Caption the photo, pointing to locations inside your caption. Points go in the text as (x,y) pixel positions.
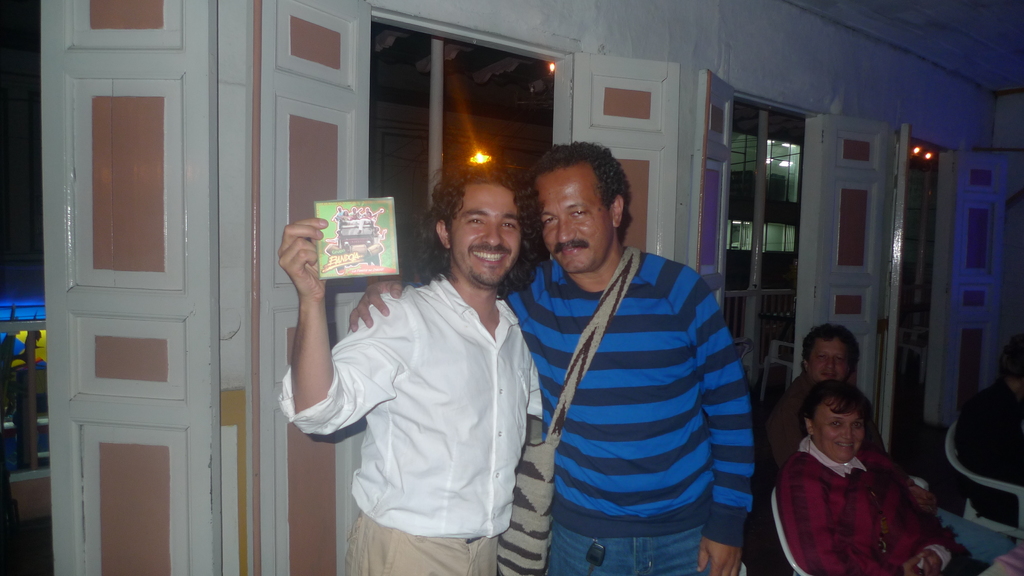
There are two men (608,388) standing and smiling. This man (450,289) is holding an object (364,256) in his hand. I can see few people (836,468) sitting in the chairs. These are the doors (717,218). In the background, I can see the lights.
